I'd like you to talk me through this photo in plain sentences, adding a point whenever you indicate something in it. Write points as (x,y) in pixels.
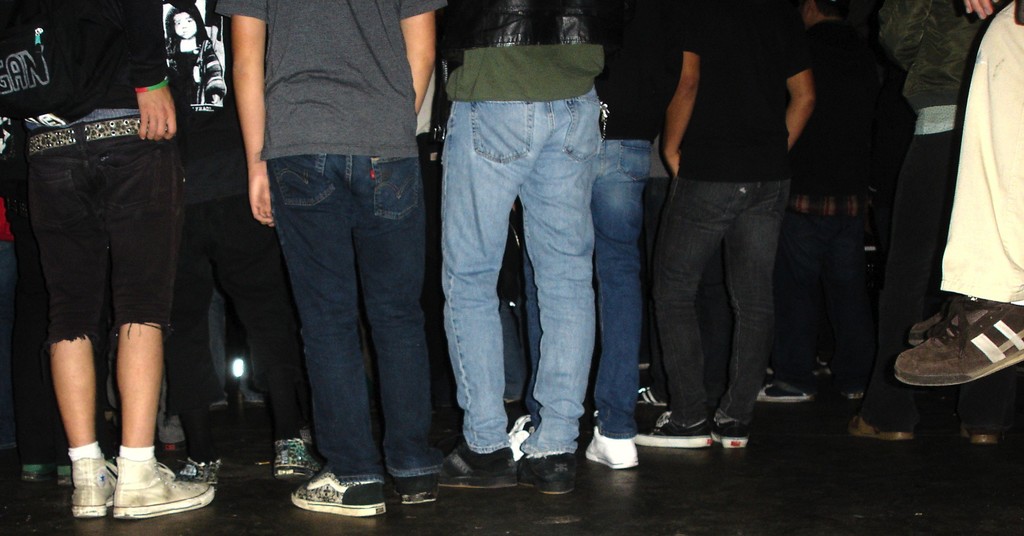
In this image we can see there are people (468,212) standing on the floor (684,453) and wearing a different types of shoes (966,363).
